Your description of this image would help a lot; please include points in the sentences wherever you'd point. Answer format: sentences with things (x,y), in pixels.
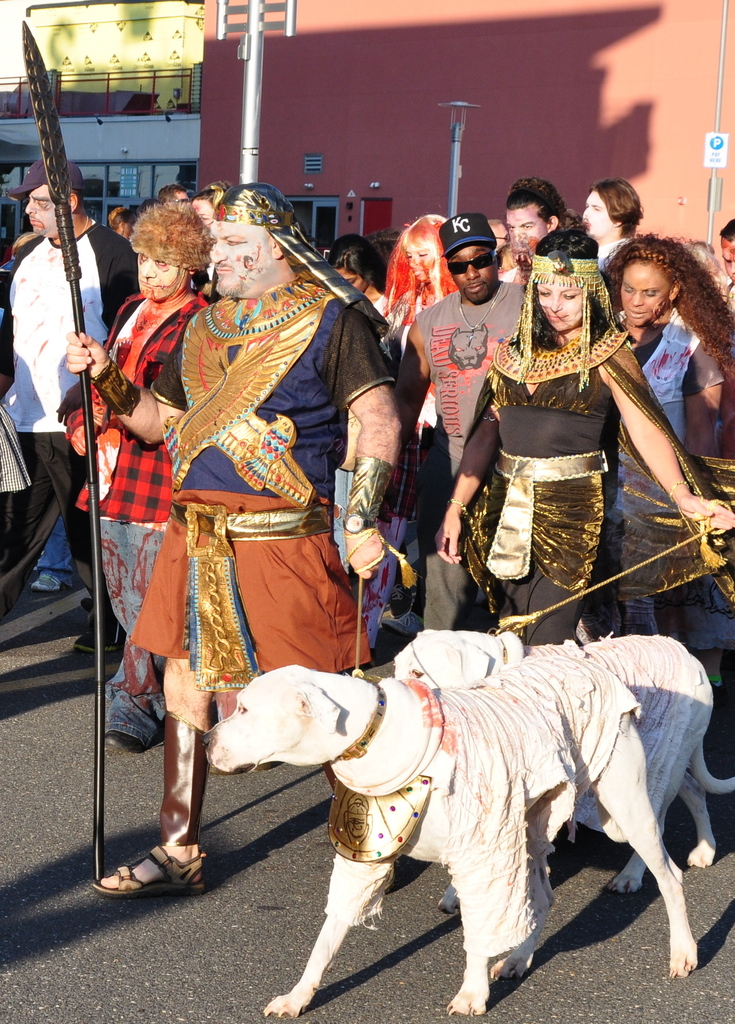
In this picture we can see some persons (173,614) standing on the road (119,959). This is the dog (478,813). On the background (477,167) there is a building (299,49). And this is the pole (270,9).
